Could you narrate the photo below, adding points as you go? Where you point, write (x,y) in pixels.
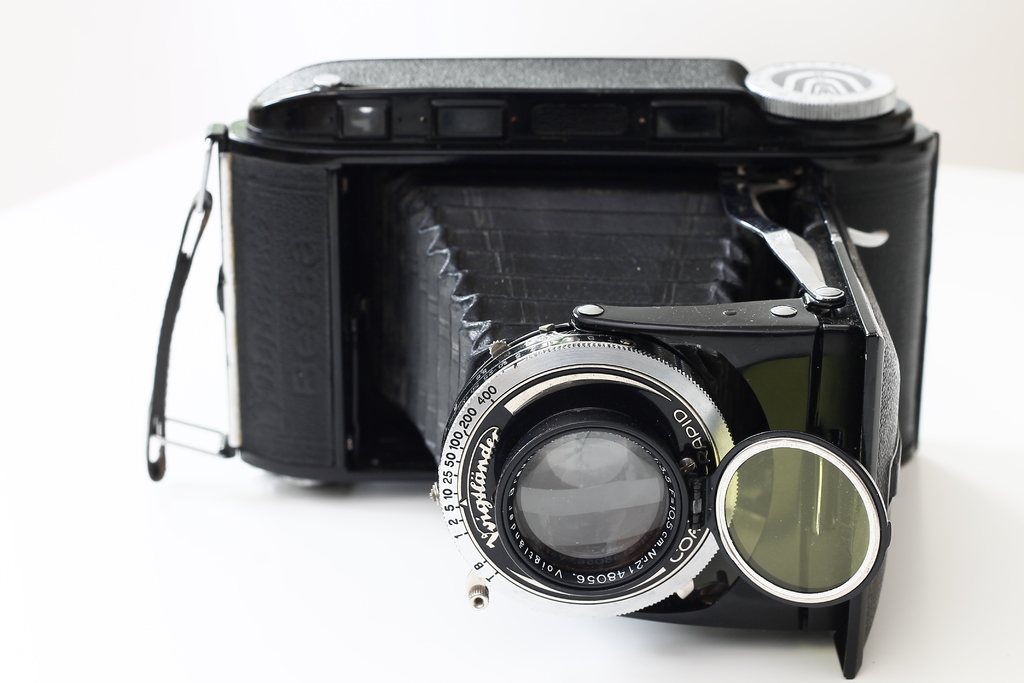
In the image we can see there is a camera (530,391) kept on the table (383,597).
